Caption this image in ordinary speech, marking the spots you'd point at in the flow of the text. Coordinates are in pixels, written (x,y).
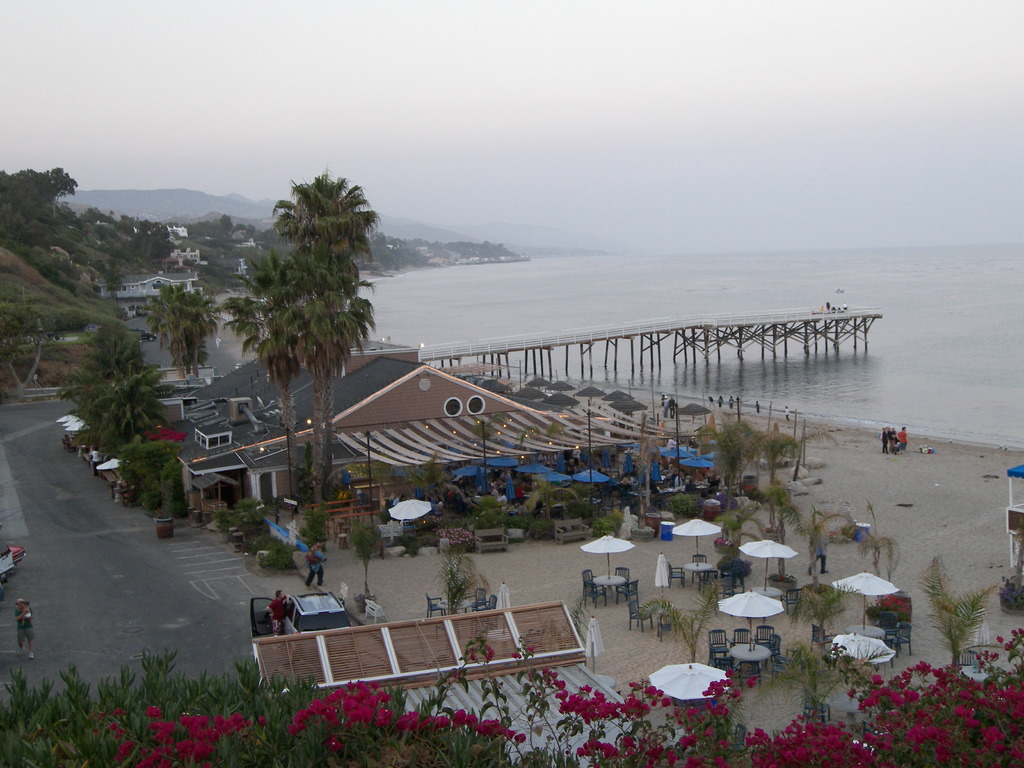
In the picture I can see houses (373,478), trees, plants (789,654), people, vehicles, and road (218,593) and some other objects (592,594). In the background (490,359) I can see the water (486,302), the sky (510,215) and mountains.
